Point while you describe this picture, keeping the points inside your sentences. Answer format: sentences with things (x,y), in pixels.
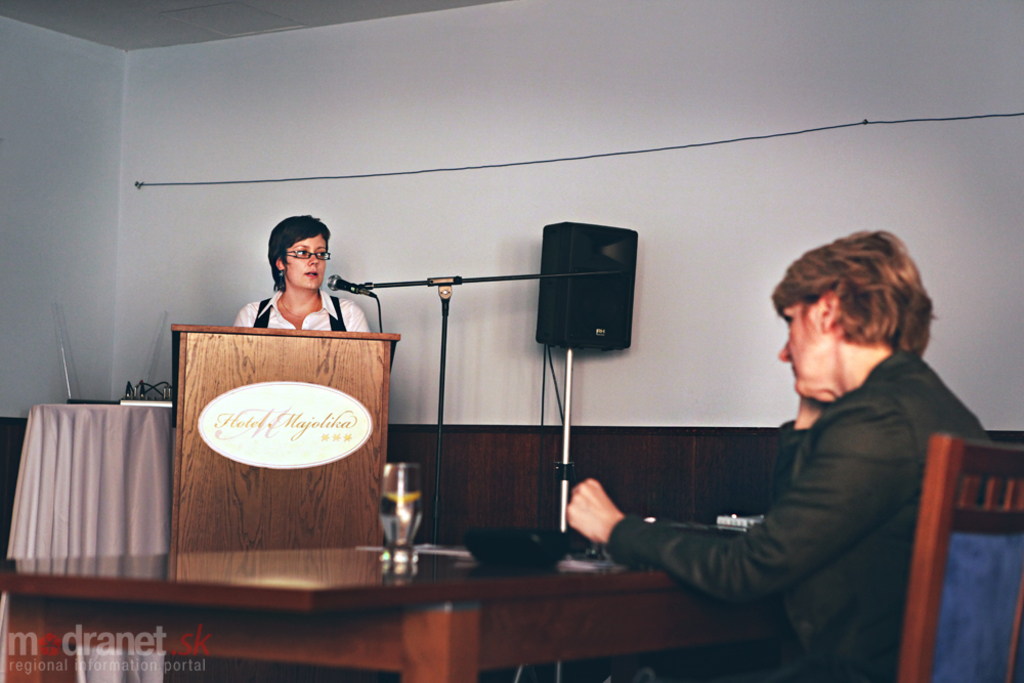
In this picture we can see a woman (824,361) sitting on a chair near the table (444,600) & on the left side (305,317), we can see a woman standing in front of a mike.
